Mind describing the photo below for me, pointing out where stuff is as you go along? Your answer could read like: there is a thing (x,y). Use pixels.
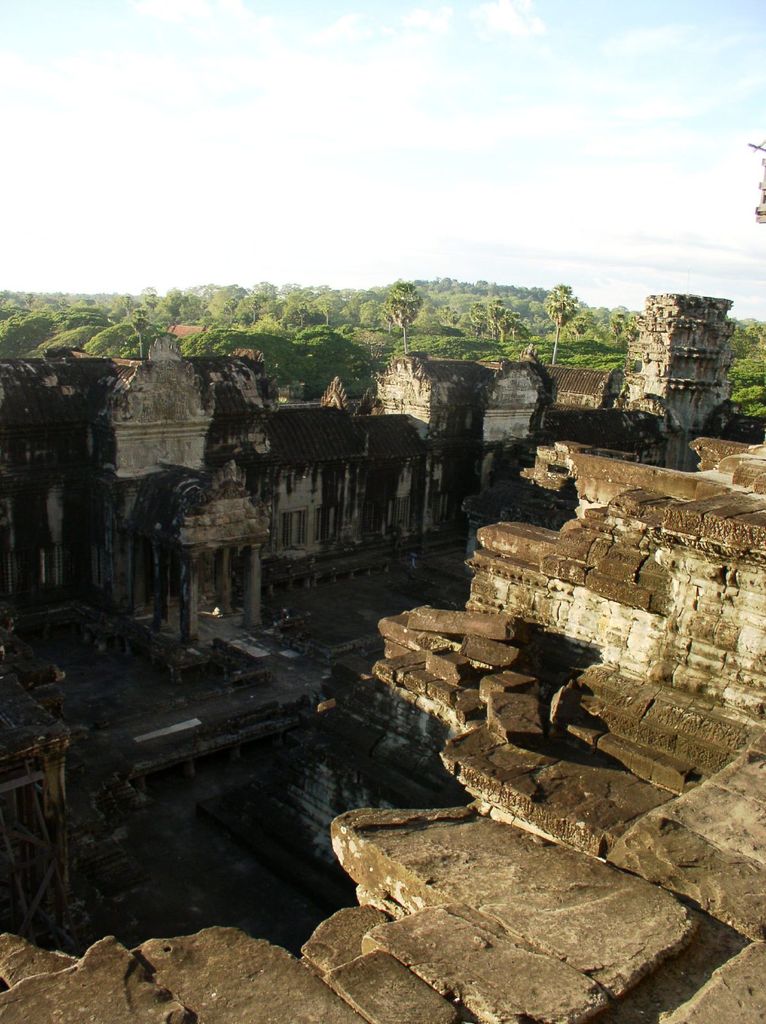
In this image we can see a temple (386,664) called Angkor wat (307,402) and at the background of the image (302,303) there are some trees (351,313) and clear sky (372,69).
